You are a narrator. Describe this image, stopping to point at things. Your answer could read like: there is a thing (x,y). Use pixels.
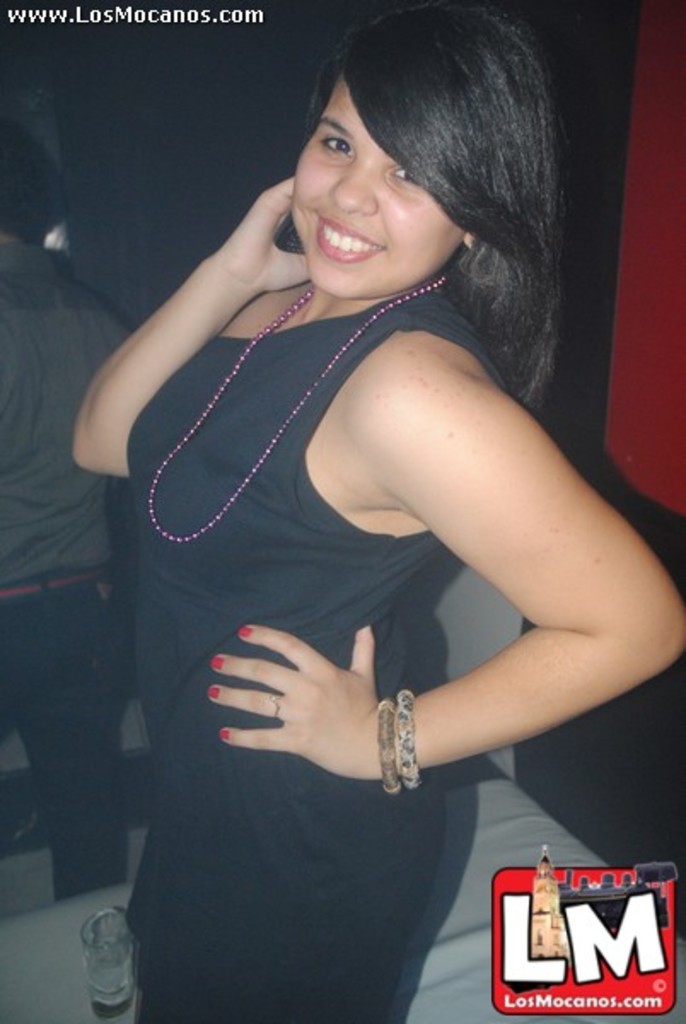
In the top left (19,11) and in the bottom right corner of the picture (537,888) we can see watermarks (113,13). In the background (63,698) portion of the picture we can see a person (63,698). In this picture we can see a glass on a white cloth (49,1011). We can see a woman (141,962) wearing a black dress (269,537). She is giving a pose and smiling.
